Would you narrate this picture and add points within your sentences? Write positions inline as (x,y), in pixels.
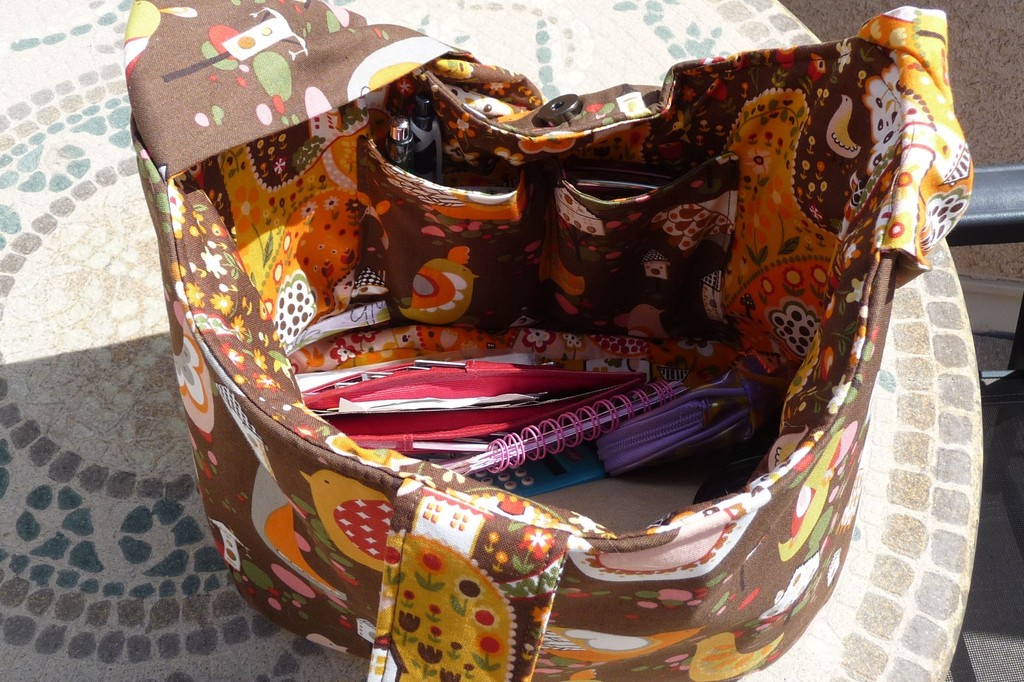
This is a handbag (459,330) in which there are books (499,453), pens (422,145), etc.
